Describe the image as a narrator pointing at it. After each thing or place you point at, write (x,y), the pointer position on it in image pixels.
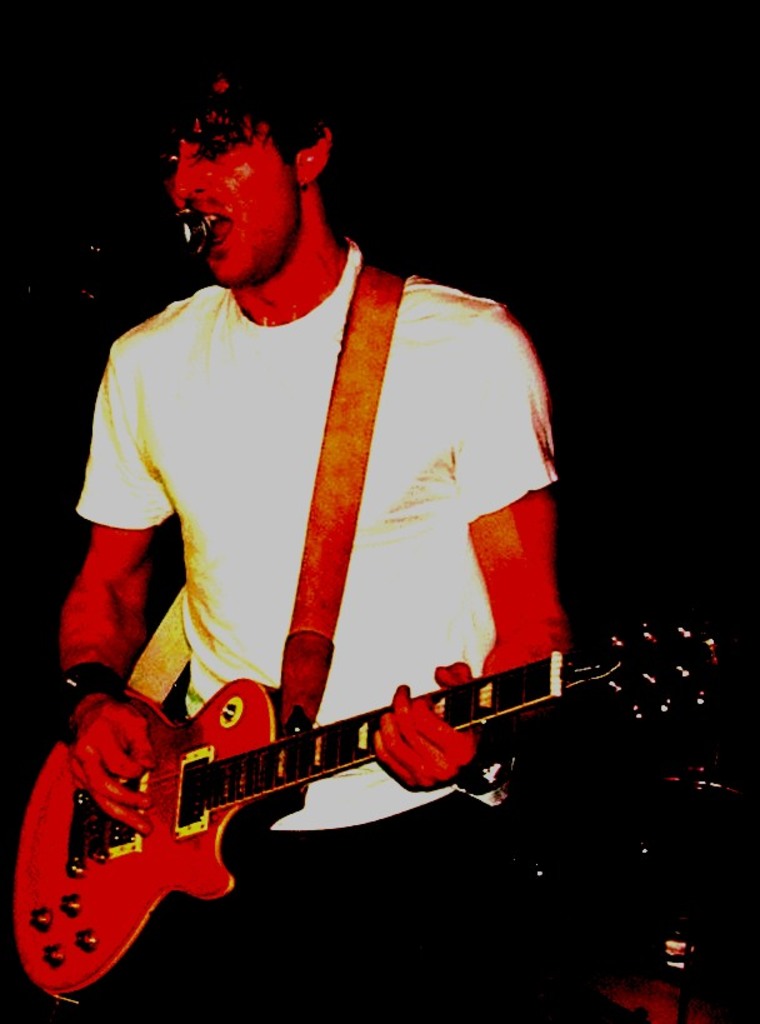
In this picture we can see man (276,487) standing singing on mic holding guitar (81,815) in his hand (149,796) and playing.
